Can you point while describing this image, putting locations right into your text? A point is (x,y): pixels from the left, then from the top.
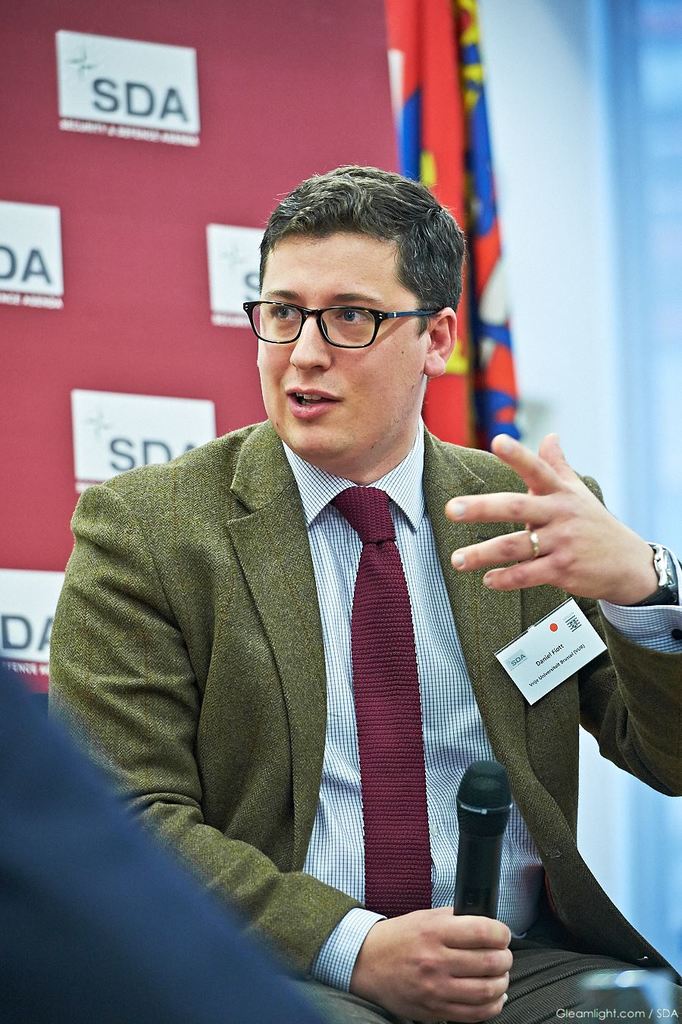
In the image there is a man (524,781) holding a microphone (483,785) and opened his mouth (316,402) for talking. In background (223,288) we can see curtains (425,139) and red color hoarding (80,442).
